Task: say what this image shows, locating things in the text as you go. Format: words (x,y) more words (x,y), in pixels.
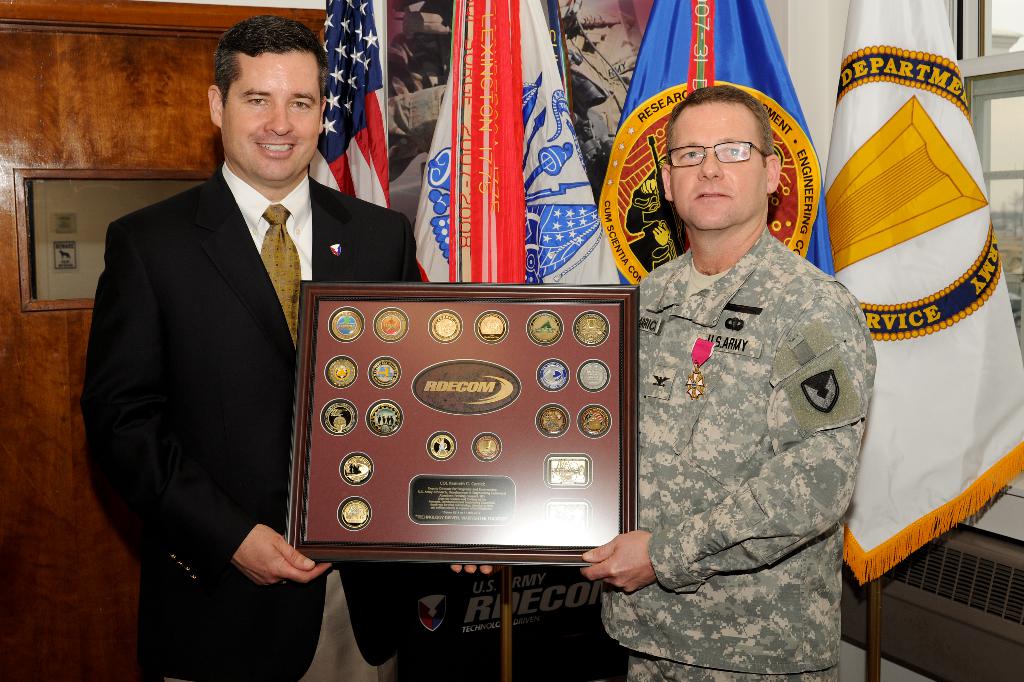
In this image I can see a person (238,353) wearing white shirt (252,222), black blazer (217,324) and grey pant (333,642) is standing and another person (679,399) wearing uniform (809,402) is standing and holding a photo frame (568,483) in their hands (621,547). In the background (145,108) I can see the brown colored door (122,130), few flags (957,126) and the window (1015,144) through which I can see the sky (1015,123).
